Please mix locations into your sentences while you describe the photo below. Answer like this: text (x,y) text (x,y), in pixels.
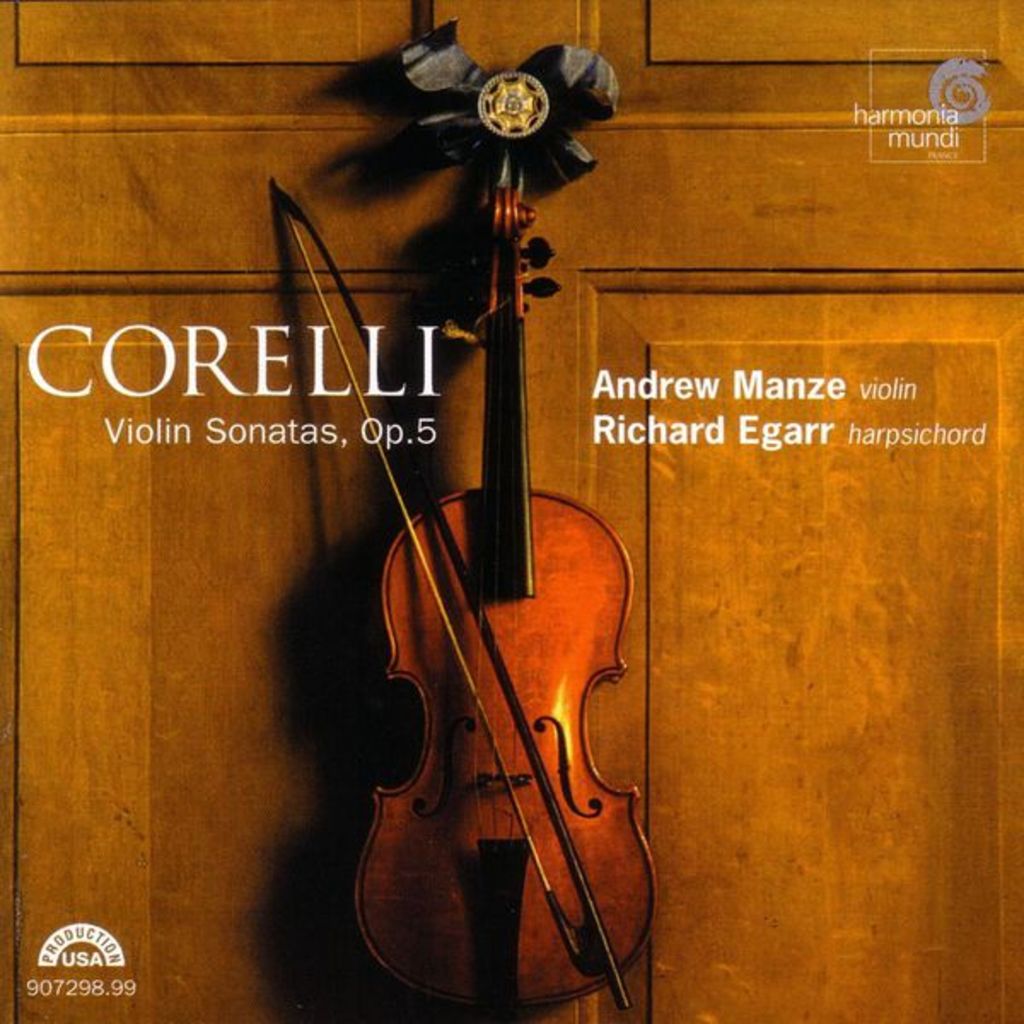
In the image we can see there is a poster (703,38) of a violin (496,898) and the name is written "CORELLI" and the name of the violinist is "andrew manze".
